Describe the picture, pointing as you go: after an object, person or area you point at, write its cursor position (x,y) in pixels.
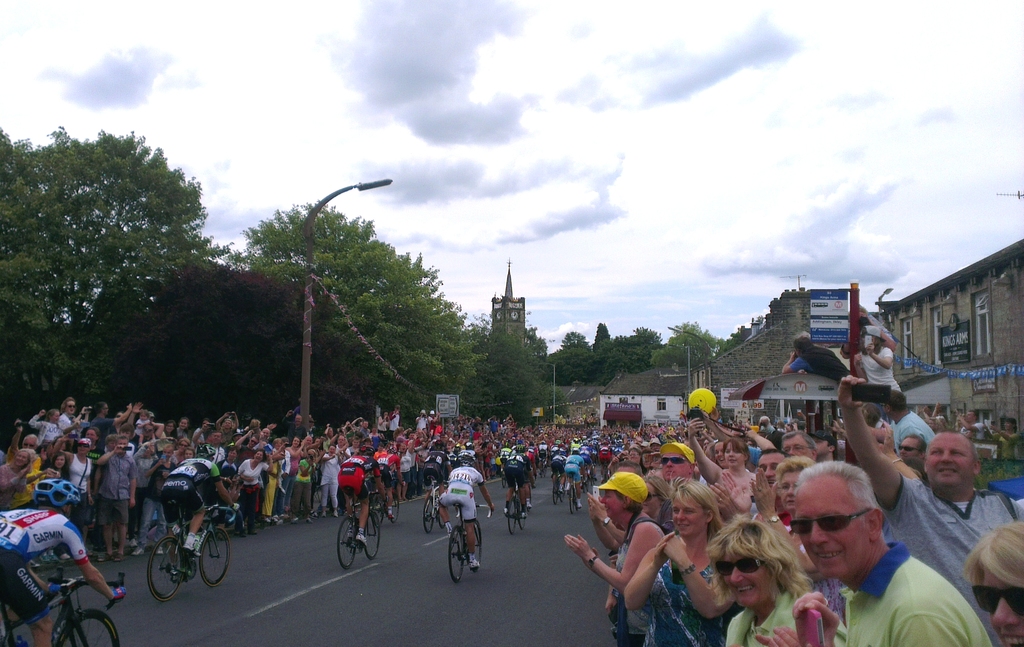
In this picture we can see a group of people (525,460) riding bicycles (198,542), the people (181,491) riding bicycle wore helmets (61,503), on the right side (684,474) and left side of the road (487,483) there are group of people (284,448) cheering for them, on the left most of the image (173,349) we can see a tree (148,307) and one pole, on the right most of the picture (940,390) we can see a building (942,343), on the top of the picture (724,148) we can see some clouds (640,165) and sky (624,285).
